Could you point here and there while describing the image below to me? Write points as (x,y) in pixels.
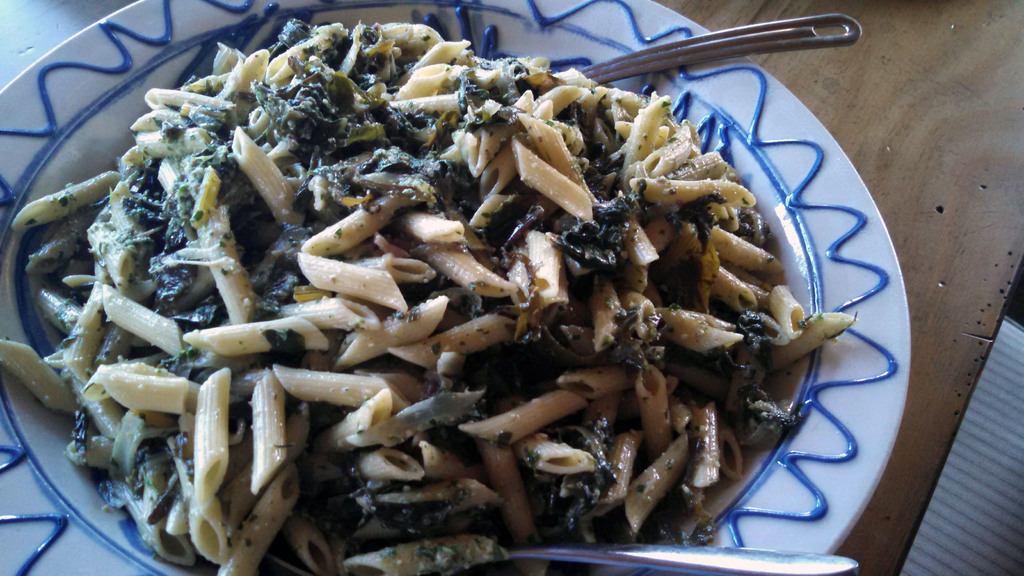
In the foreground of this image (404,281), there is pasta (488,281) and two spoons (714,555) on a platter (801,145) which is placed on the wooden surface (969,125).
